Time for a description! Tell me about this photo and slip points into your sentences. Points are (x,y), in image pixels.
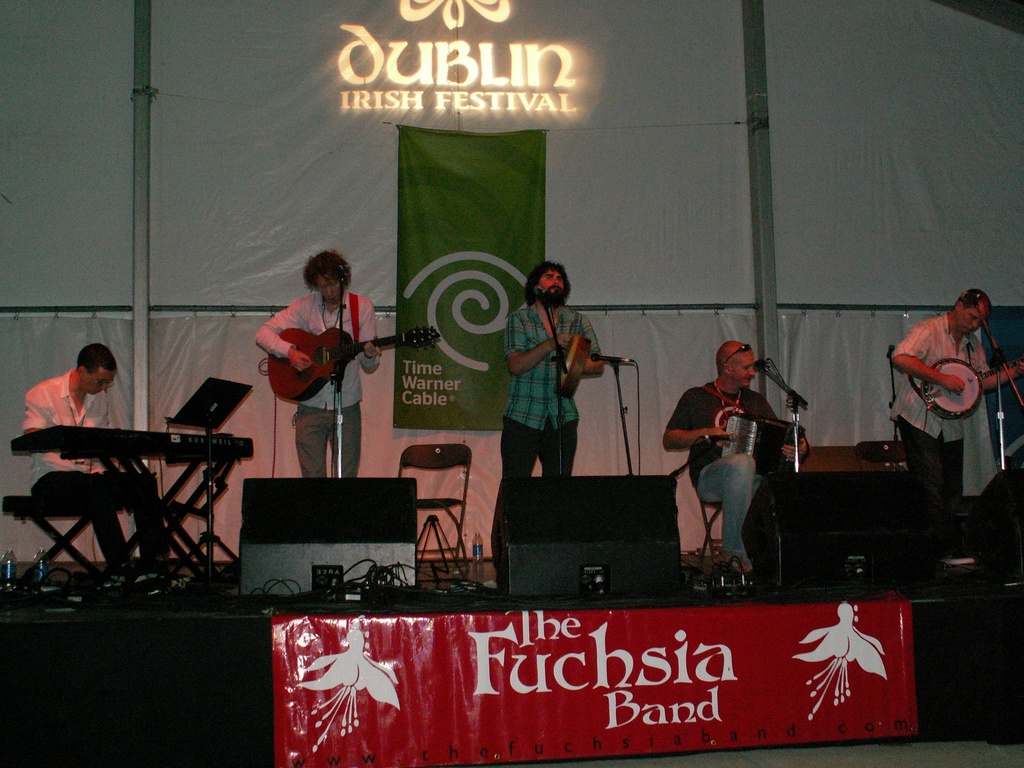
In the image we can see there are people (308,453) who are holding guitar (346,352) and other musical instruments (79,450) in their hand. Other people (43,400) are sitting and playing music on the stage (61,650) there are speakers (369,489) and at the back (437,317) there is banner (470,304).
